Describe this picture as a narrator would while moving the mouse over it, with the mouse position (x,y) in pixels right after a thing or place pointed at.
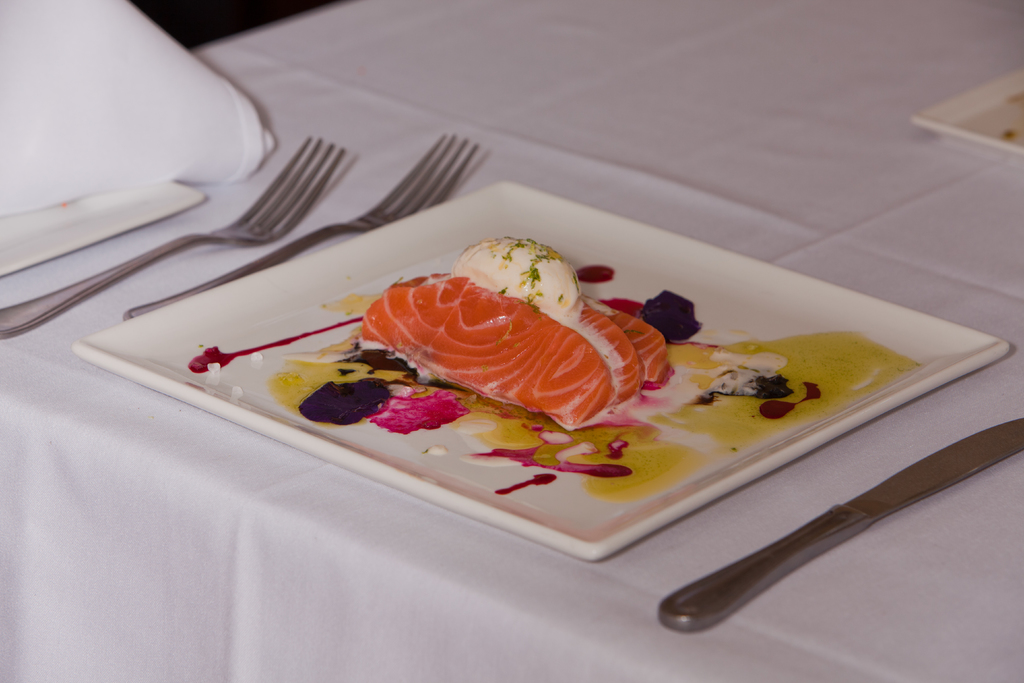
In this image I can see food (598,356) which is in white, orange color in the plate (484,473) and the plate (439,469) is in white color. I can also see two forks (294,248) on the white color cloth (551,187).
